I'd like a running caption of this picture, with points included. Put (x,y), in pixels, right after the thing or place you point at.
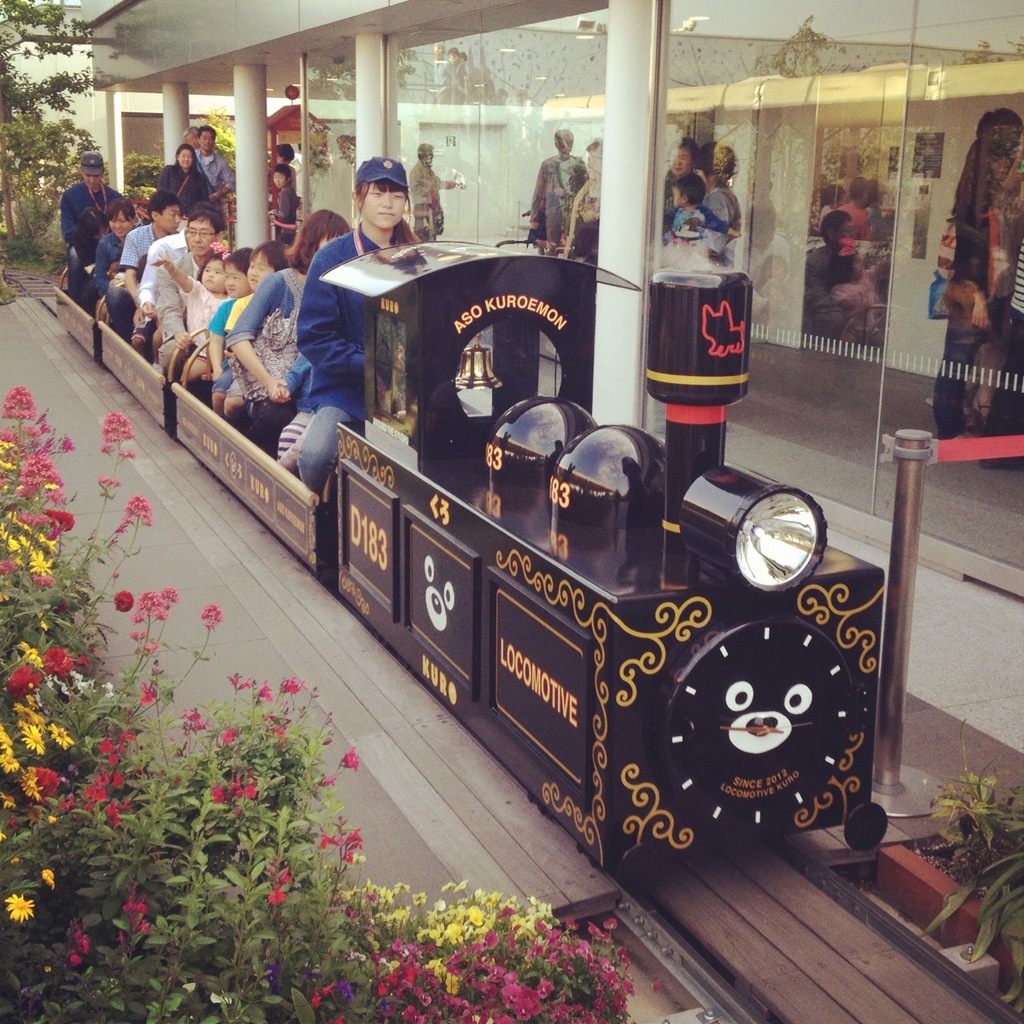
In the foreground (295,357) I can see flowering plants (95,599) and a group of people (241,346) are sitting in a train (673,694). In the background (351,171) I can see pillars (631,100), trees (45,15) and a building (433,29). This image is taken may be during a day.
